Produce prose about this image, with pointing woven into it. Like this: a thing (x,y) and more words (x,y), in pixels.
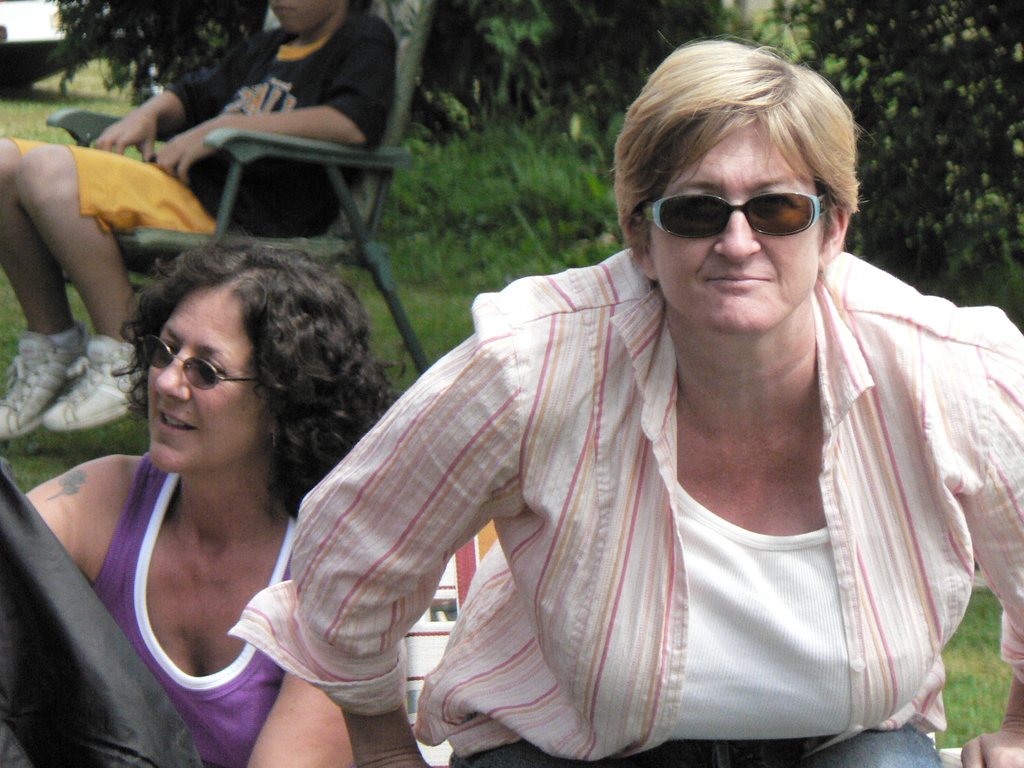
The woman (641,545) in the front of the picture (722,541) wearing a white t-shirt (767,587) and white shirt (486,522) is wearing goggles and she is smiling. Beside her, the woman (169,558) in the purple t-shirt (114,575) is sitting on the grass (63,456) and she is smiling. Behind them, the boy (227,77) in black t-shirt (248,90) is sitting on the chair (285,155). There are many trees (112,47) in the background (906,133) and this picture is clicked in the garden (480,163).
